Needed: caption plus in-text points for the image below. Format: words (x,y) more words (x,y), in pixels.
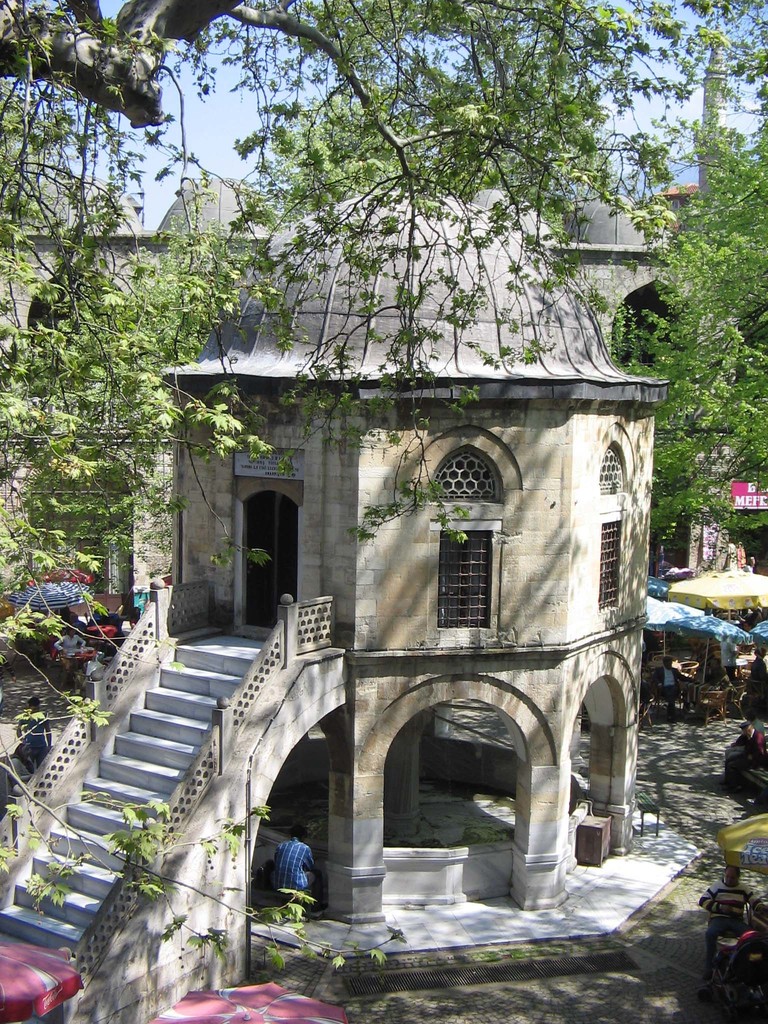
In this image there are stairs (120,793) into a building (287,548), beneath the building (363,807) there is a person (303,870) sitting, beside the building (331,577) there are a few people (73,635) standing and there are a few tents (707,582), in the background of the image (62,549) there are trees (98,610) and buildings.
